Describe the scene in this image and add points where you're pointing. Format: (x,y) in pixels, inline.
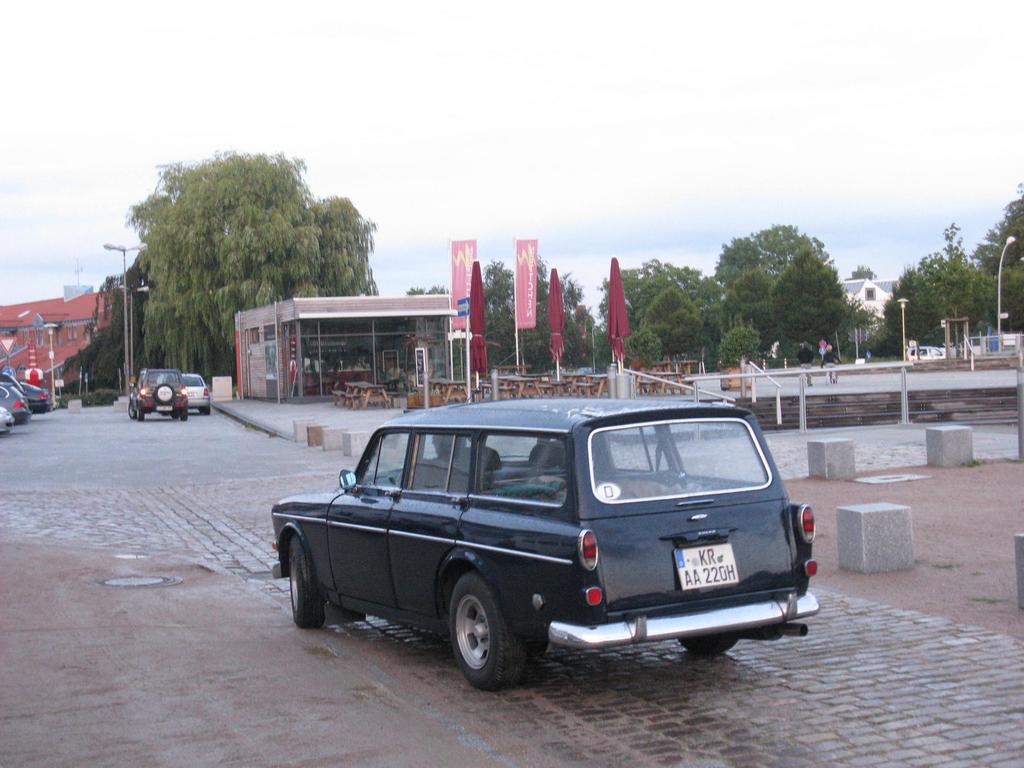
In this image in the front (469,540) there is a car (559,556) which is black in colour moving on the road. In the background (186,395) there are cars (132,388), buildings (64,361), trees (218,316), flags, poles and on the right side (950,438) there are seats (839,476) and the sky (659,102) is cloudy.
